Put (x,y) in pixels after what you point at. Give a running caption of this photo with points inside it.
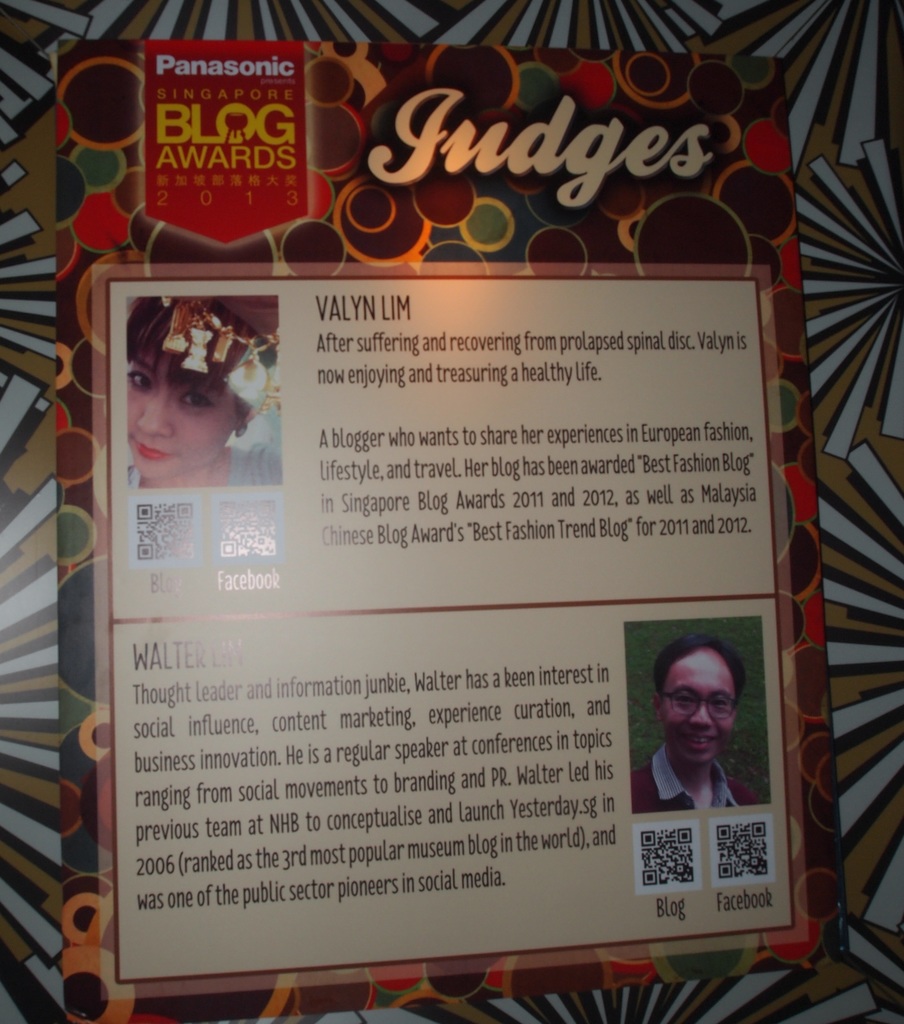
In this image I can see a poster (535,364) on which I can see a picture (261,452) of a woman (227,448) wearing white colored dress (254,458) and a picture (716,694) of a man (652,784) wearing maroon colored dress (650,773) and I can see bar codes (689,871) to the bottom of the pictures (726,688).
